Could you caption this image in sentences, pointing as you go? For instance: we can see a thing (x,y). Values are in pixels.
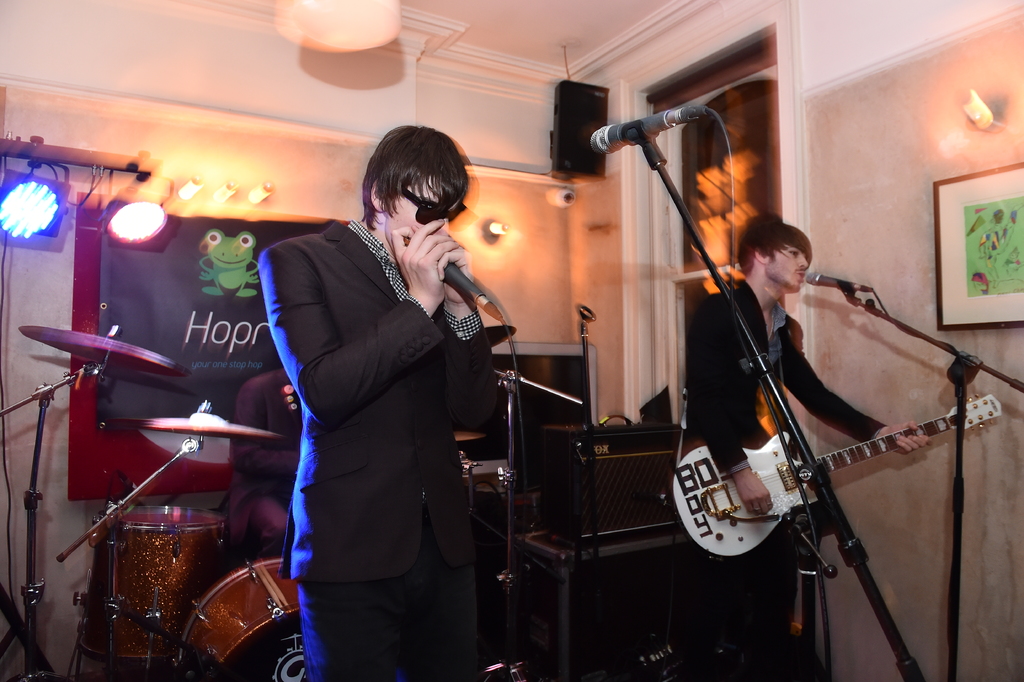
In this picture we can see three people (351,380) two people (351,380) are standing in front of a microphone (467,282) one is seated on the chair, one man (368,392) is holding a microphone (473,293) while another man (712,427) playing a guitar (881,441) in the background (43,224) we can see some musical instruments (144,370) and lights (15,200).
